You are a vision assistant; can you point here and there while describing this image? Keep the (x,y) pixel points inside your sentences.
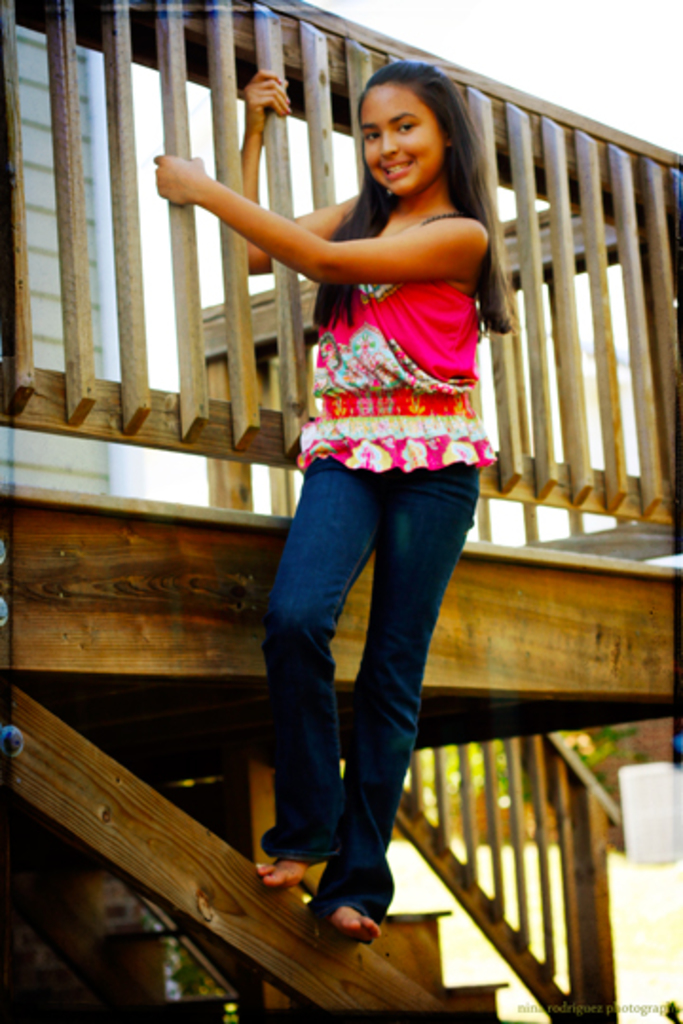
In this image we can see a girl (393,601) standing on the wooden stick (333,957), there is a railing (538,437), house (639,737), plants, also we can see the sky (531,32), and the background (639,861) is blurred.
